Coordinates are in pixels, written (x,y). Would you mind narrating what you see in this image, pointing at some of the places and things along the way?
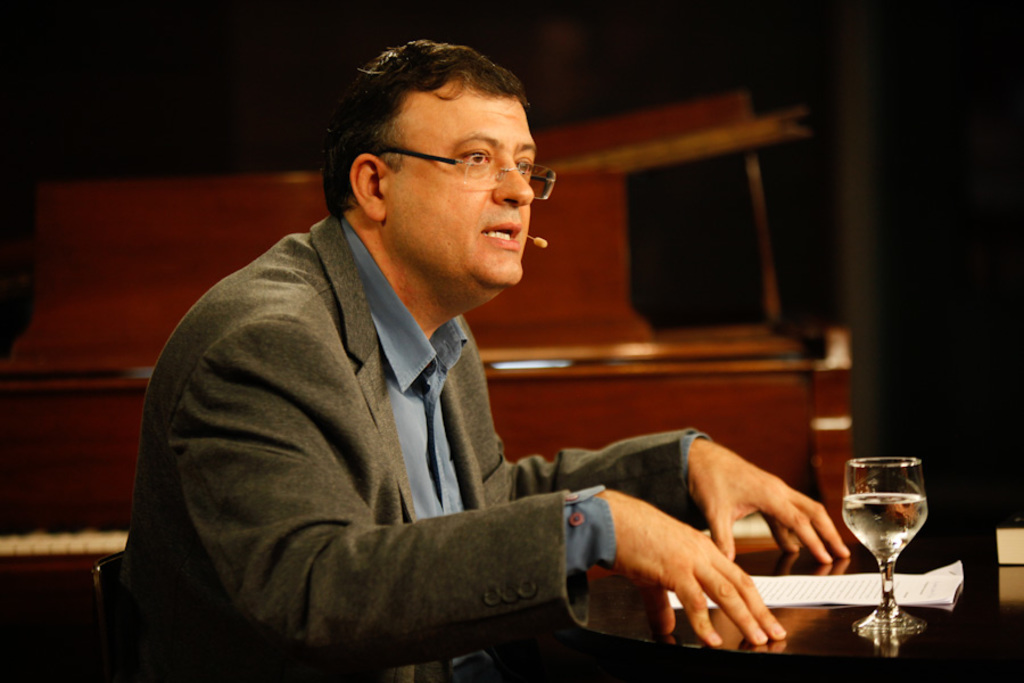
In this image, there is a person (445,374) wearing spectacles (475,176) and sitting on the chair (105,557) in front of the table (632,635). This table (637,634) contains a glass (878,518) and some papers (913,575).
